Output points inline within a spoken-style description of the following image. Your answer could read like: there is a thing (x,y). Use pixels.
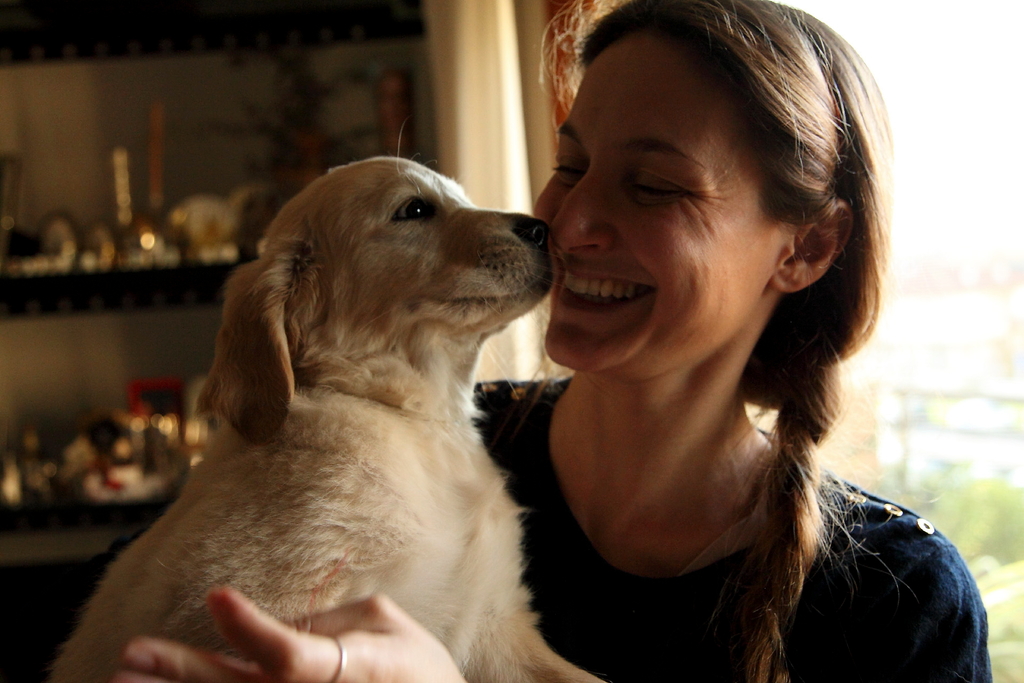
In this image i can see a lady person (669,283) and a puppy (343,427).
